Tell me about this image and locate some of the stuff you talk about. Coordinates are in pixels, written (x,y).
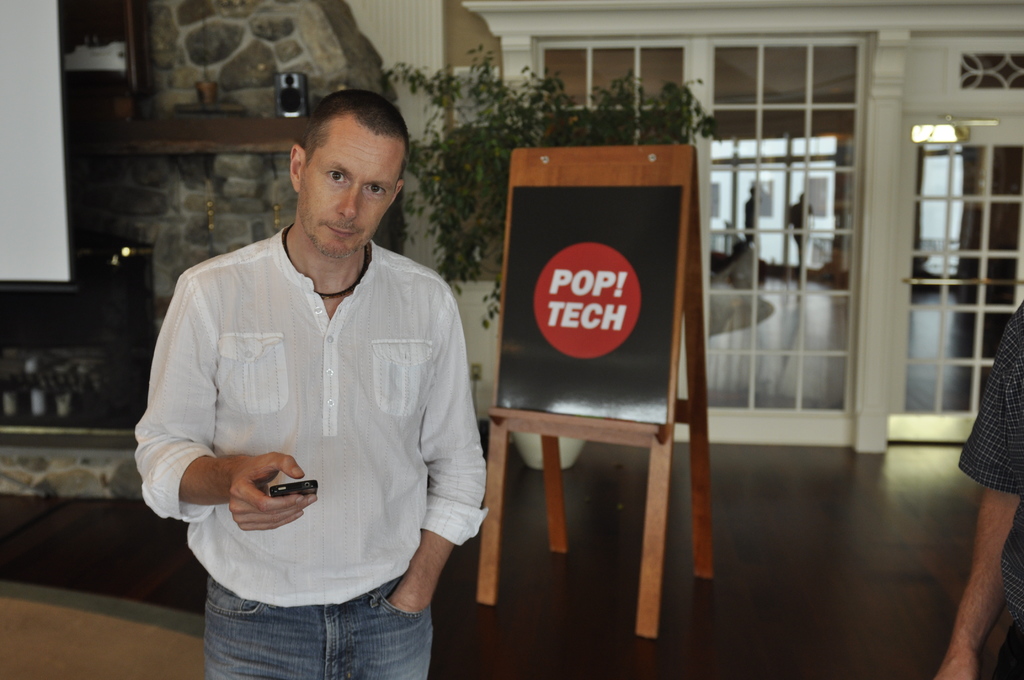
In this image, we can see a person (338,204) wearing clothes (373,530) and holding a phone (276,492) with his hand (229,491). There is a board (517,406) and plant (490,142) in the middle of the image (507,378). There is a light (921,131) in the top right of the image (934,128). There is a person hand (985,590) in the bottom right of the image (956,639).
